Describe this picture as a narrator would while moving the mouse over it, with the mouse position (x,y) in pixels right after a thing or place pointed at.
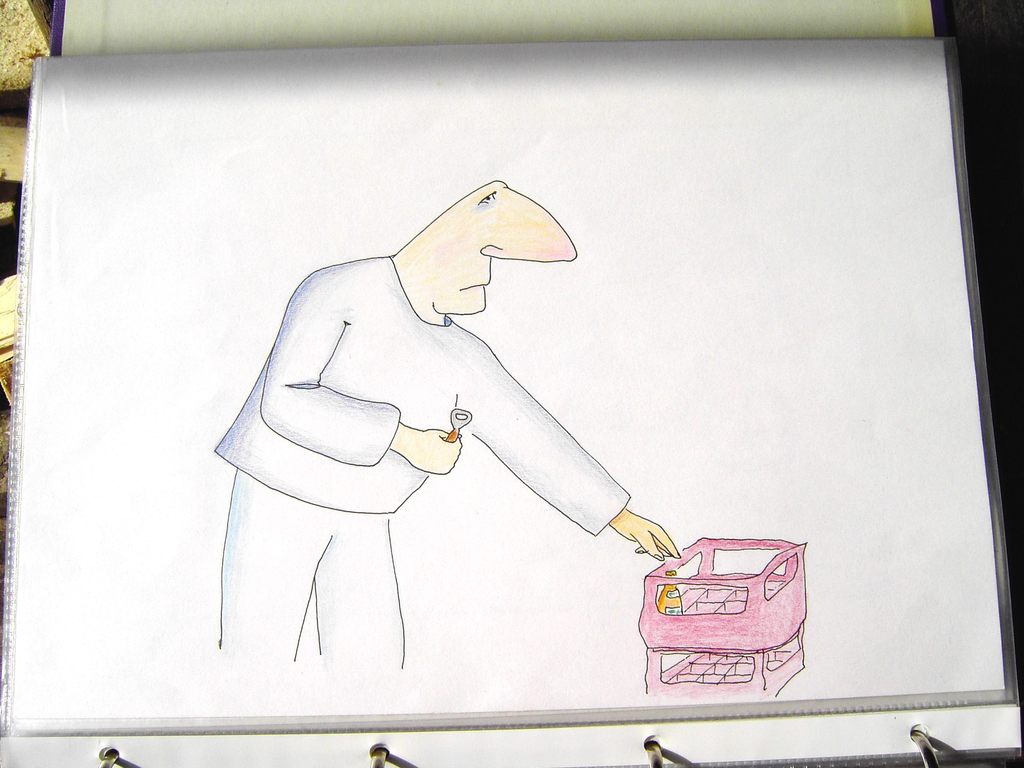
In this image we can see a drawing (255,471) on the paper (375,375), here a man (418,415) is standing, in front (739,585) here is the basket (774,581) in pink color, and there is some object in it.
